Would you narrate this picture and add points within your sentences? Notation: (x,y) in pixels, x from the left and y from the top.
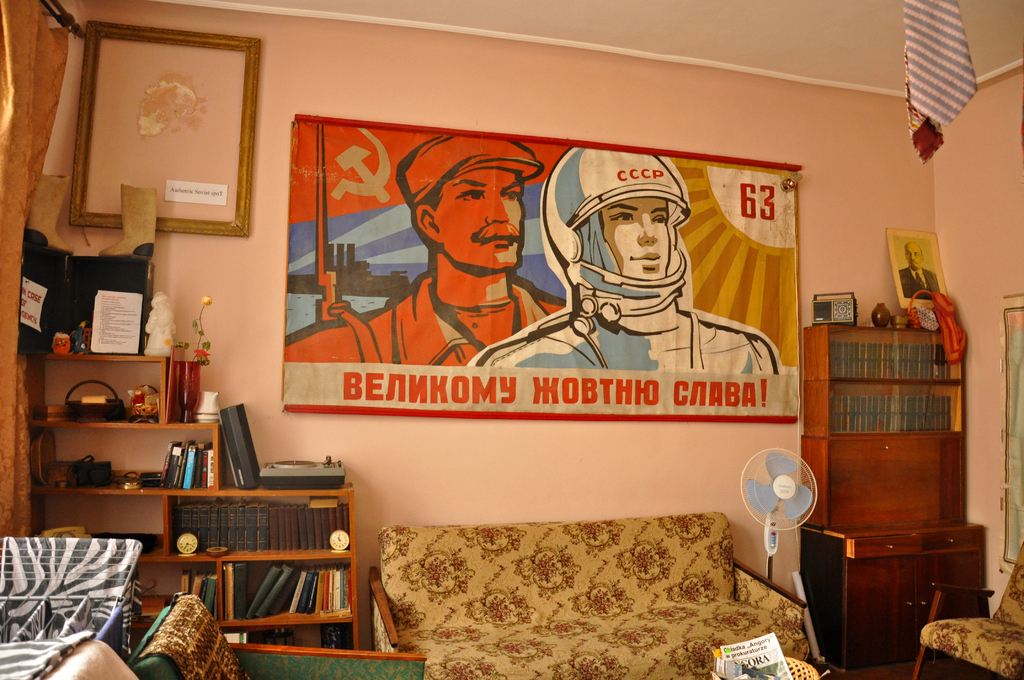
In this picture we can see a room (639,485) where we have sofa (654,601) and cupboard (845,440), racks (163,423) with books (202,476) in it, flower vase (194,377), frame (201,40) to the wall (317,100), photo (913,257), tie (917,119) hanged.
